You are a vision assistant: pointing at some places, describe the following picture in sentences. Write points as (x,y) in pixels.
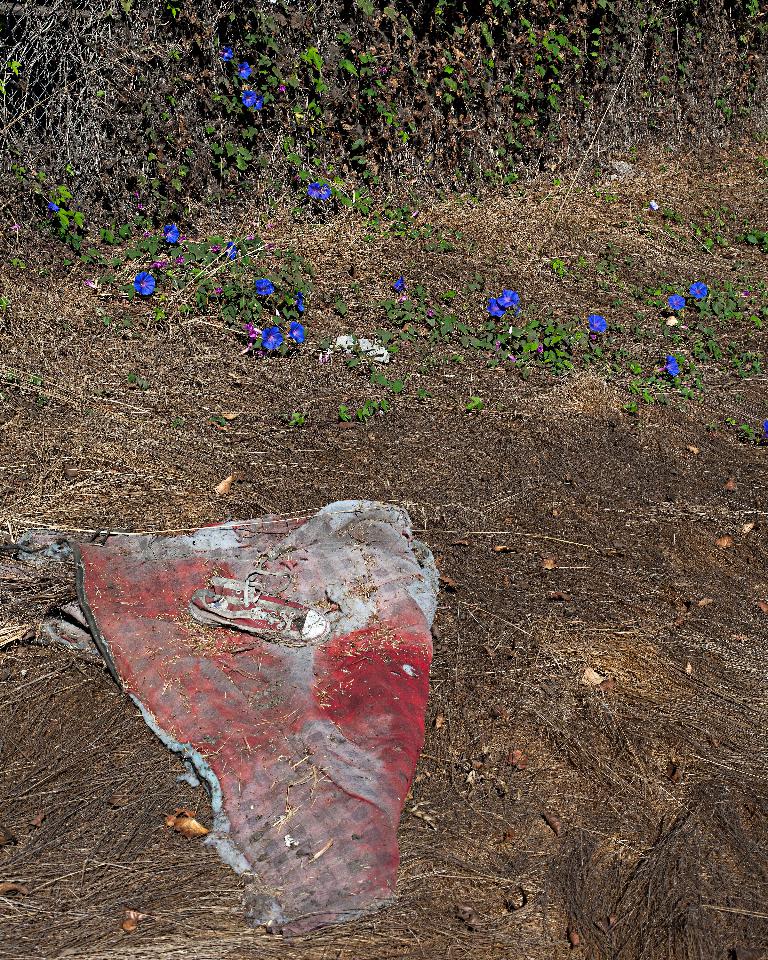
In the picture we can see a muddy surface (648,612) with some dried grass (650,824) and a cloth (242,693) which is white and part of red on it and near to it, we can see some plant saplings (107,230) with violet colored flowers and in the background (427,28) we can see grass plants (180,105).
